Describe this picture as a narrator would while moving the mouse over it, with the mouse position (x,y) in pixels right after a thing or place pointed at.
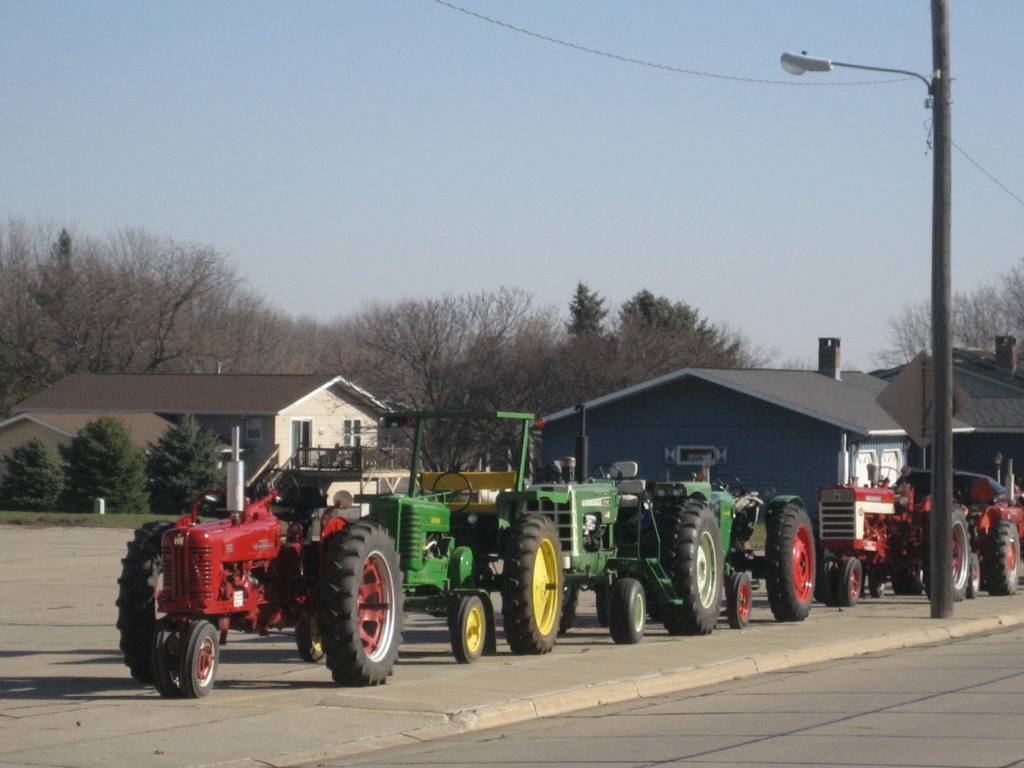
Here we can see vehicles (746,526), houses (326,409), trees (401,379), and a pole (944,61). In the background (680,223) there is sky (671,209).
